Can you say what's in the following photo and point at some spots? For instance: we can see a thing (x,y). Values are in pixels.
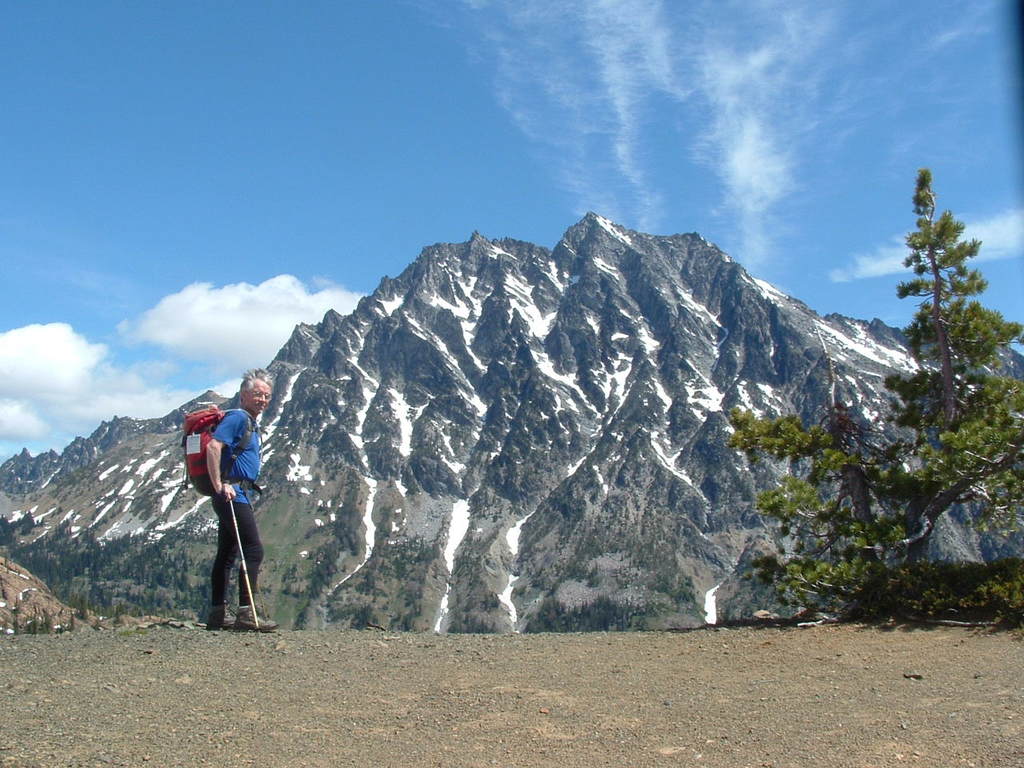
In this image we can see one person (231,411) standing and holding a stick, near that we can see trees (923,494), few stones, behind we can see hills (432,323), at the top (536,214) we can see the sky (505,222) with clouds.
